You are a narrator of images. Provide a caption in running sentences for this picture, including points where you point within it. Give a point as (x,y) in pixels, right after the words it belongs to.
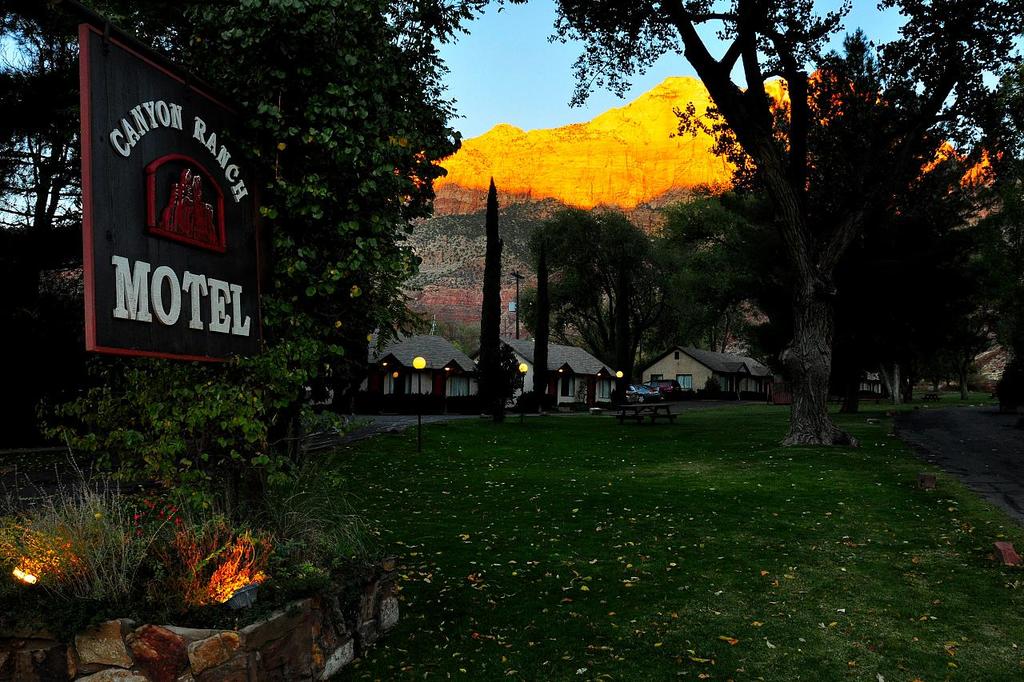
This picture is taken from outside of the city. In this image, on the left side (227,185), we can see a board (185,213), on which some text (128,146) is written on it, we can also see some plants (160,567), trees (359,240). On the right side (991,148), we can see some trees (998,108). In the middle of the image (599,374), we can see a vehicle (640,398), bench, houses (523,356), street light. In the background (715,184), we can see some trees (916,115), plants (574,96), rocks (687,174). At the top (528,61), we can see a sky (527,61), at the bottom (523,458), we can see a grass (556,499) with some leaves (745,606).
